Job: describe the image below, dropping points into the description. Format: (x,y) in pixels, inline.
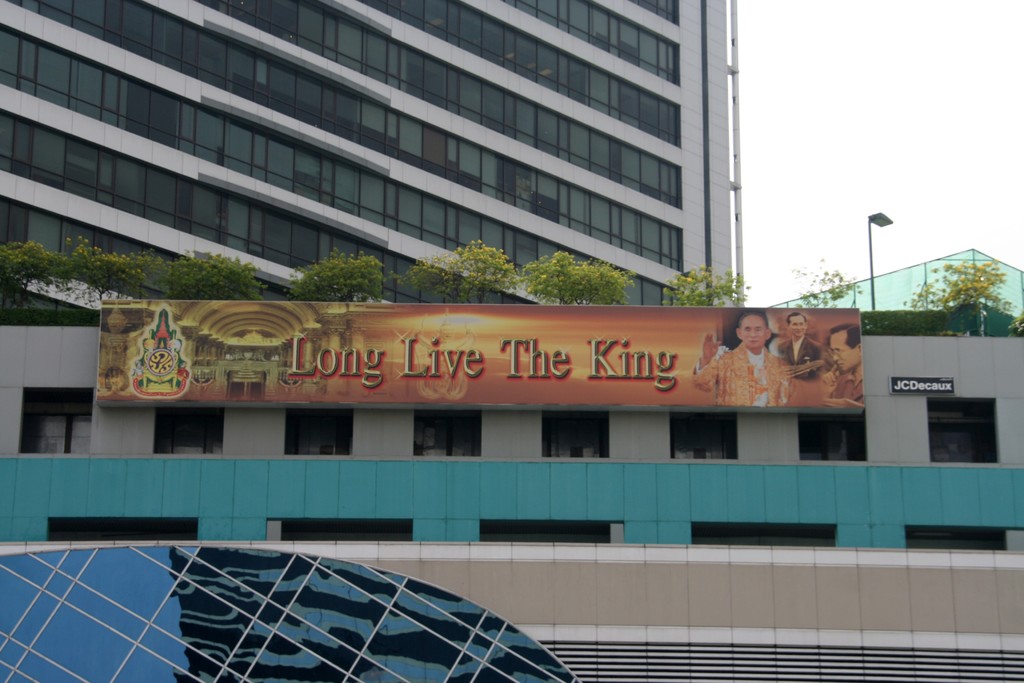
In this picture we can see buildings (575,605) with windows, banner (854,382), trees (353,291), pole (870,238) and in the background (874,269) we can see the sky (791,159).
